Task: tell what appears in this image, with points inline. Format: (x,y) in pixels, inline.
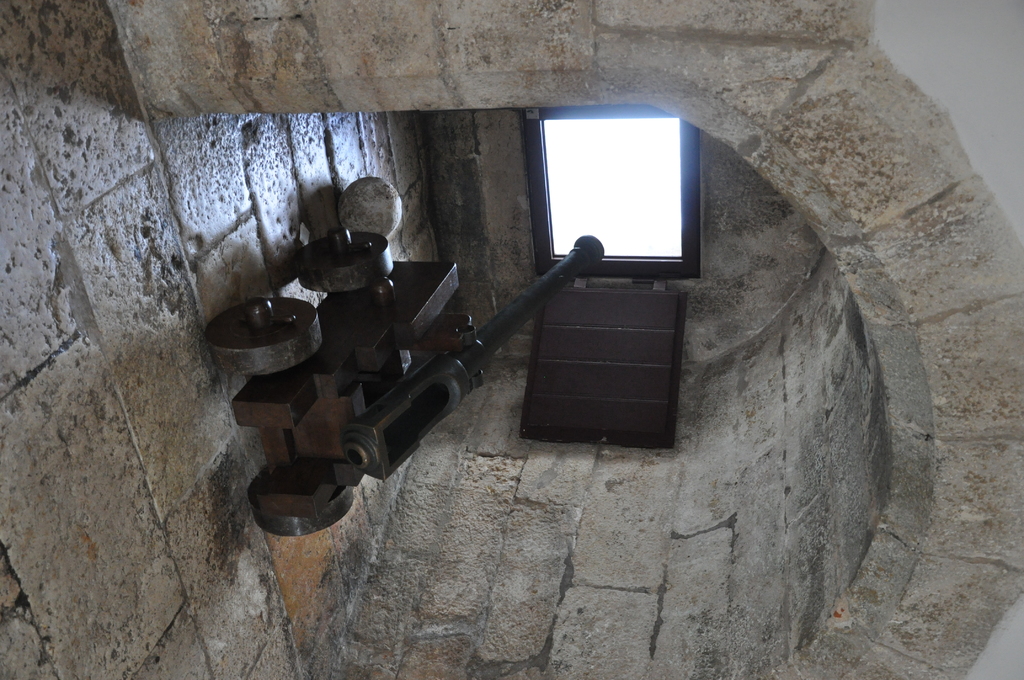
In this image there is a cannon (252,385) and ball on the floor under a curved roof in front of that there is a window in the middle of wall (511,387).
